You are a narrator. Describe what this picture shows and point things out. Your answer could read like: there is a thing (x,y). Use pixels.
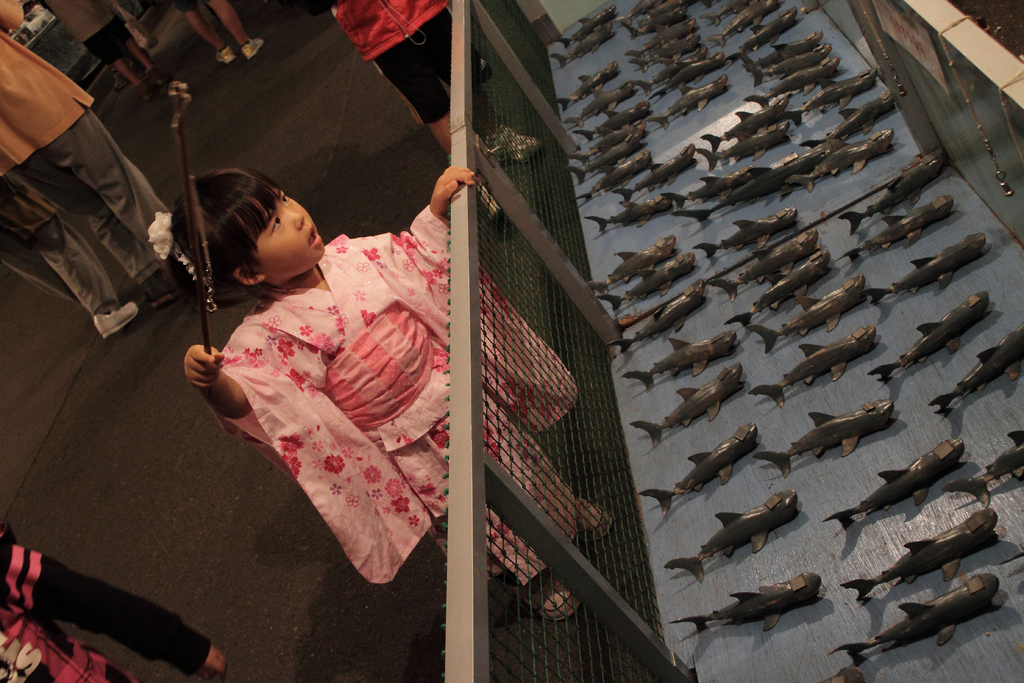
There is a girl (433,477) standing and holding a fishing rod (211,303) and we can see mesh (582,445) and fishes (787,117). There are people (3,540). In the background (52,58) we can see objects (28,5) on the platform (60,59).
